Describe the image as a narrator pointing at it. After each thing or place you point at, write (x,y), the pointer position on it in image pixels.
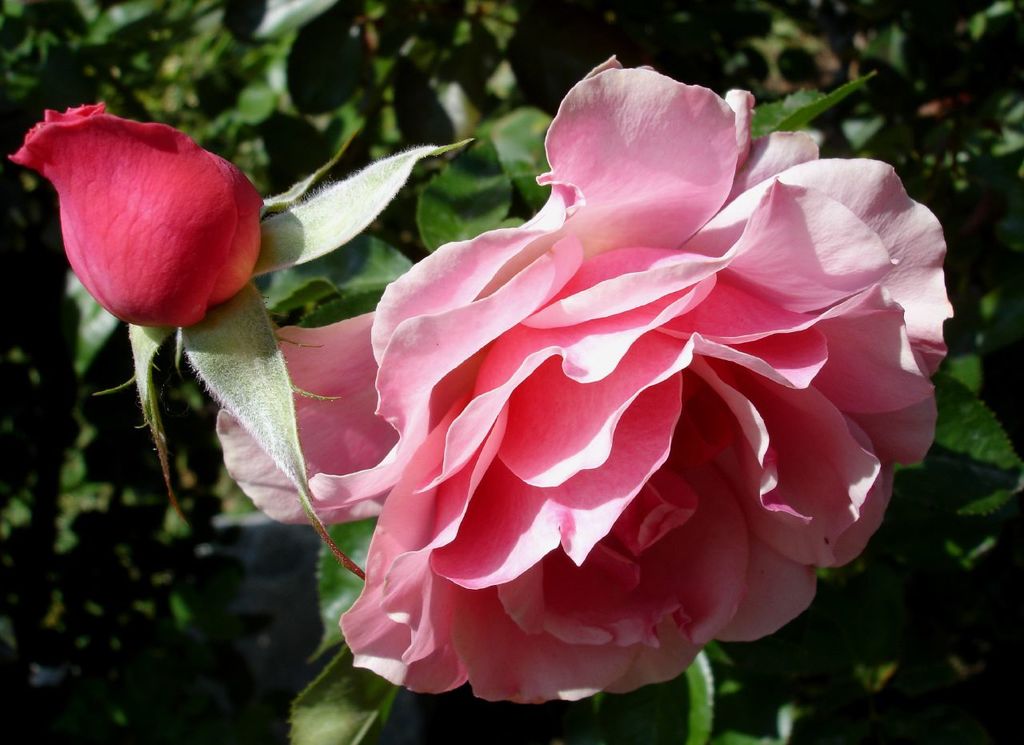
In this picture we can see flowers (422,290) and plants (350,531).
